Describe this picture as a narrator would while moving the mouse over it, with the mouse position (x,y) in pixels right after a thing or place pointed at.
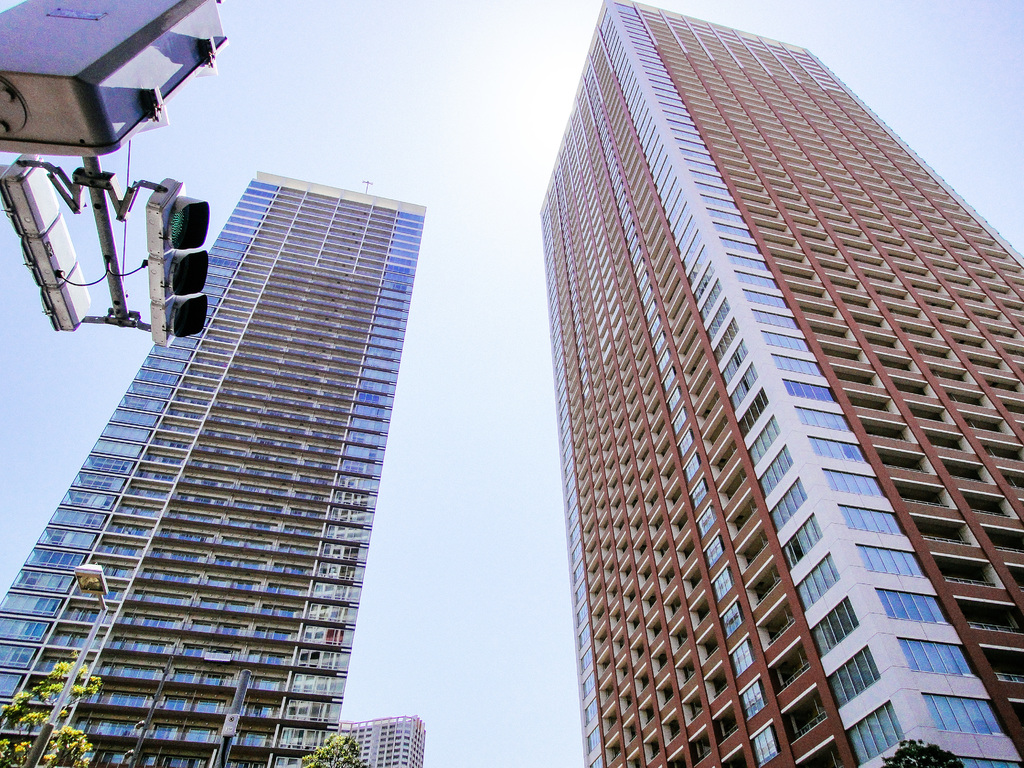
In this image, we can see buildings (253,504). There is a street pole (87,640) in the bottom left of the image (96,631). There is a signal light (161,251) in the top left of the image (57,205). In the background of the image (63,422), there is a sky (471,88).
